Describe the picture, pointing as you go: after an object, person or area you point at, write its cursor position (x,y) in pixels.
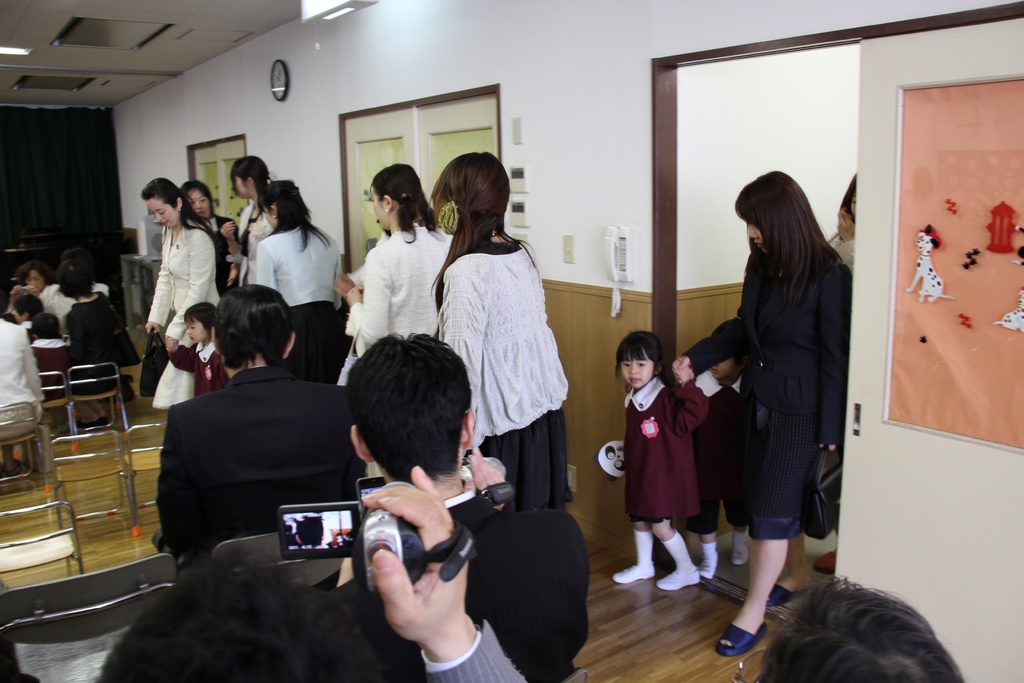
This is the picture of a room (223,81). In this image there are group of people (160,288) walking and there are group of people (481,614) sitting and there is a person (259,677) holding the camera (325,549). On the right side of the image (1023,228) there is a door (908,578) and there are frames (986,174) on the wall (557,173) and there is a telephone (631,235) and clock (275,96) on the wall (346,109). At the top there are lights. At the back (81,160) there is a curtain (74,136).
